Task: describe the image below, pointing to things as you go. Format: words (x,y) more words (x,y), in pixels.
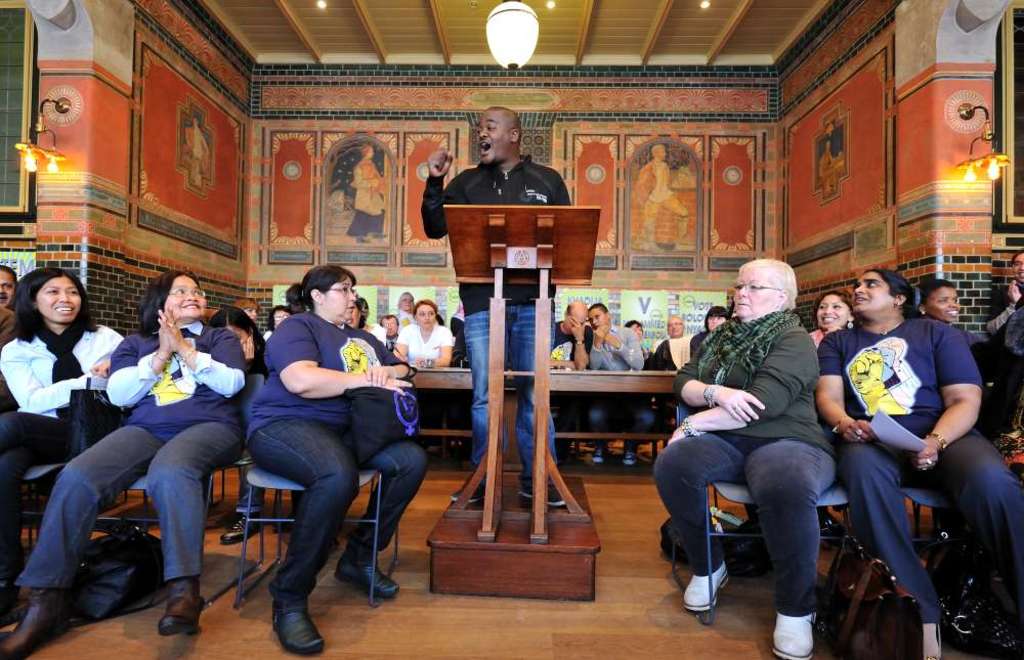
In this picture we can see a group of people (884,342) sitting on chairs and benches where a man (514,162) is standing at podium (459,223) and talking and in the background (419,239) we can see lights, wall (409,184).
